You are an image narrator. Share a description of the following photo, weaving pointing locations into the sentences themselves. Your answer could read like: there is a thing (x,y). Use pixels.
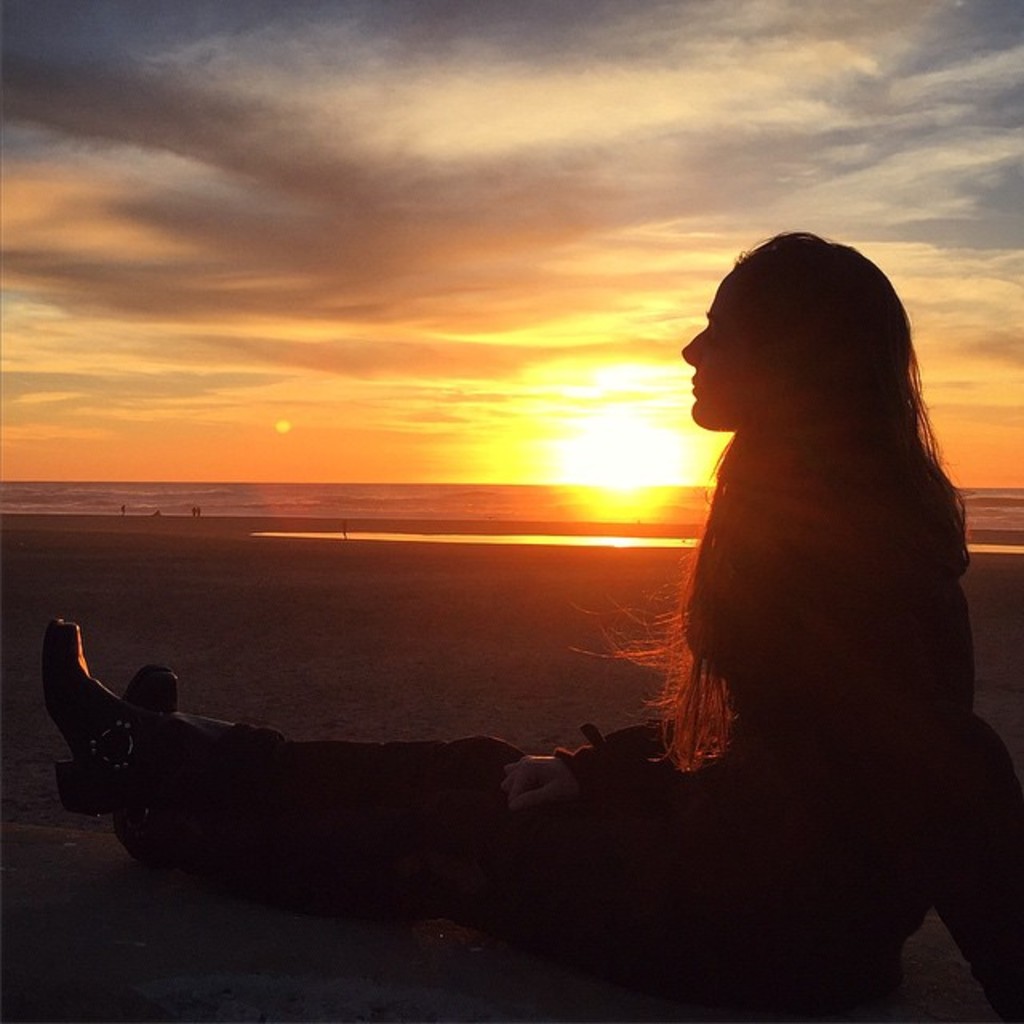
In this image we can see a girl (772,676) sitting on the ground (104,902), looking to the left of the image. In the middle of the image (450,508) there is an ocean (110,489). In the background (231,372), we can see there is a sun (635,406) rising in the sky (900,225).
